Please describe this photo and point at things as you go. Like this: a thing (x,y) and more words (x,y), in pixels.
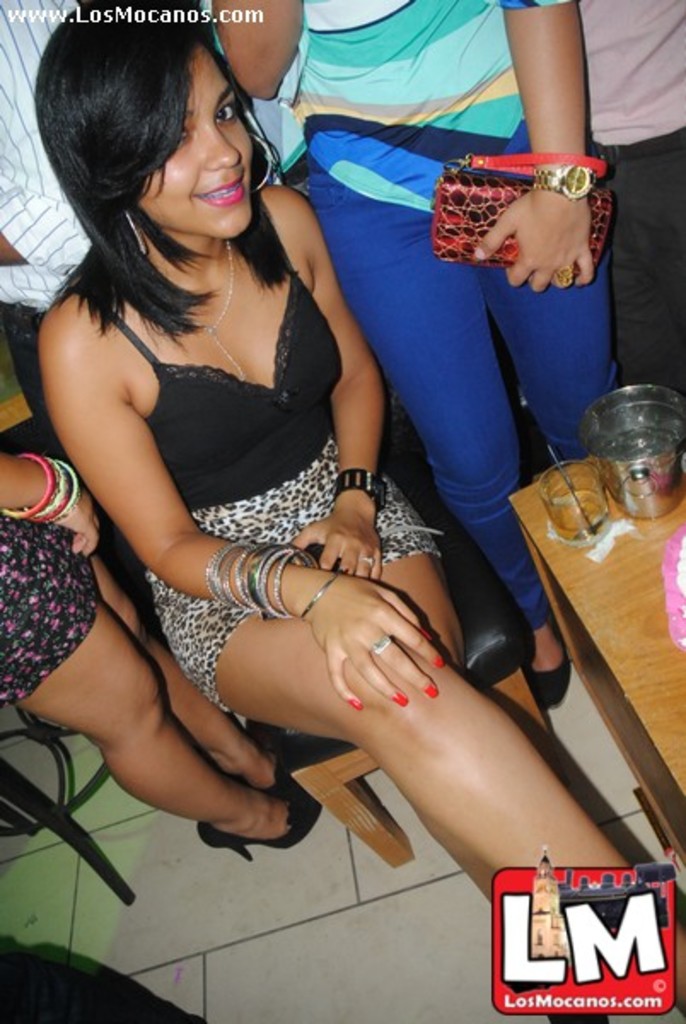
In this image I can see a woman (327,584) sitting on the chair (314,744). Just beside this woman (361,615) there is a table (639,672). In the background (441,63) I can see few people (33,232) are standing.
